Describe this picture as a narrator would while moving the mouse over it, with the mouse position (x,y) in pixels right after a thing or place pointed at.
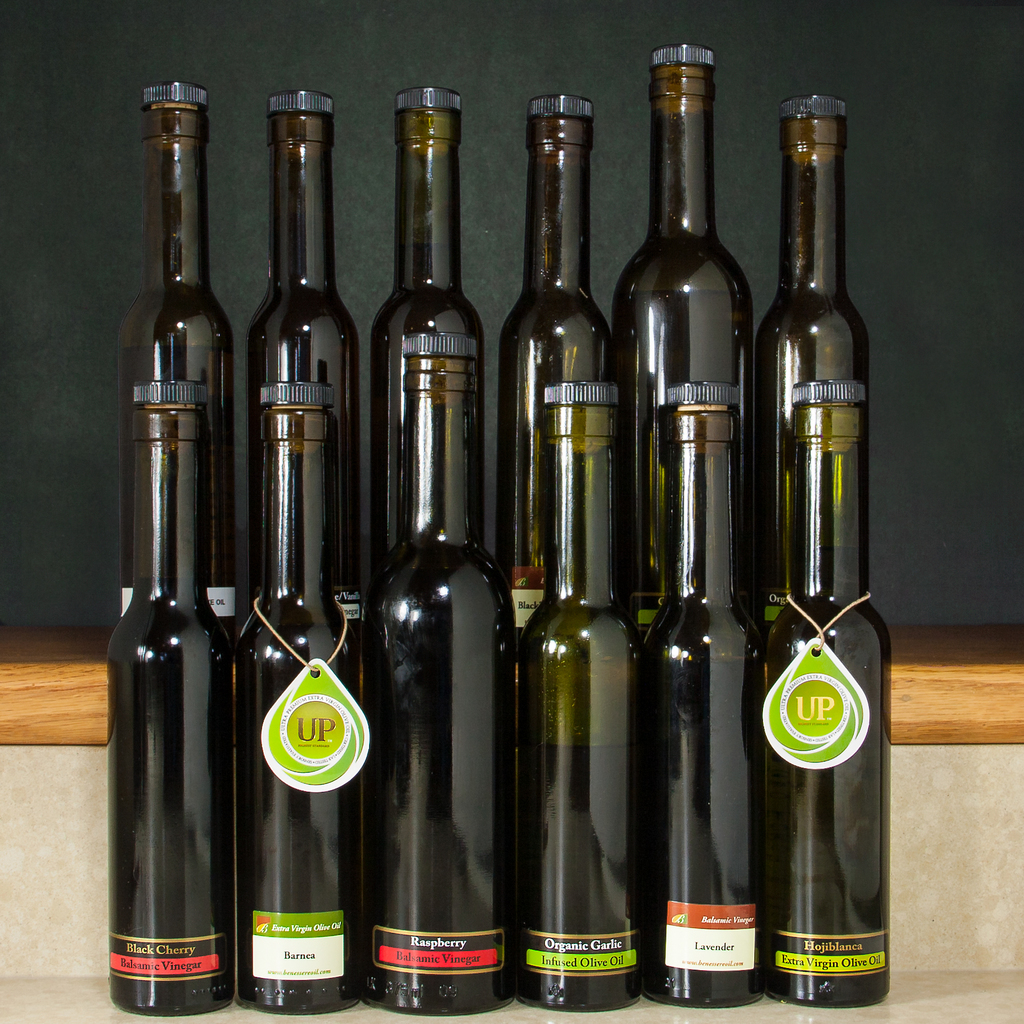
We can able to see bottles (855,383) in this picture.
